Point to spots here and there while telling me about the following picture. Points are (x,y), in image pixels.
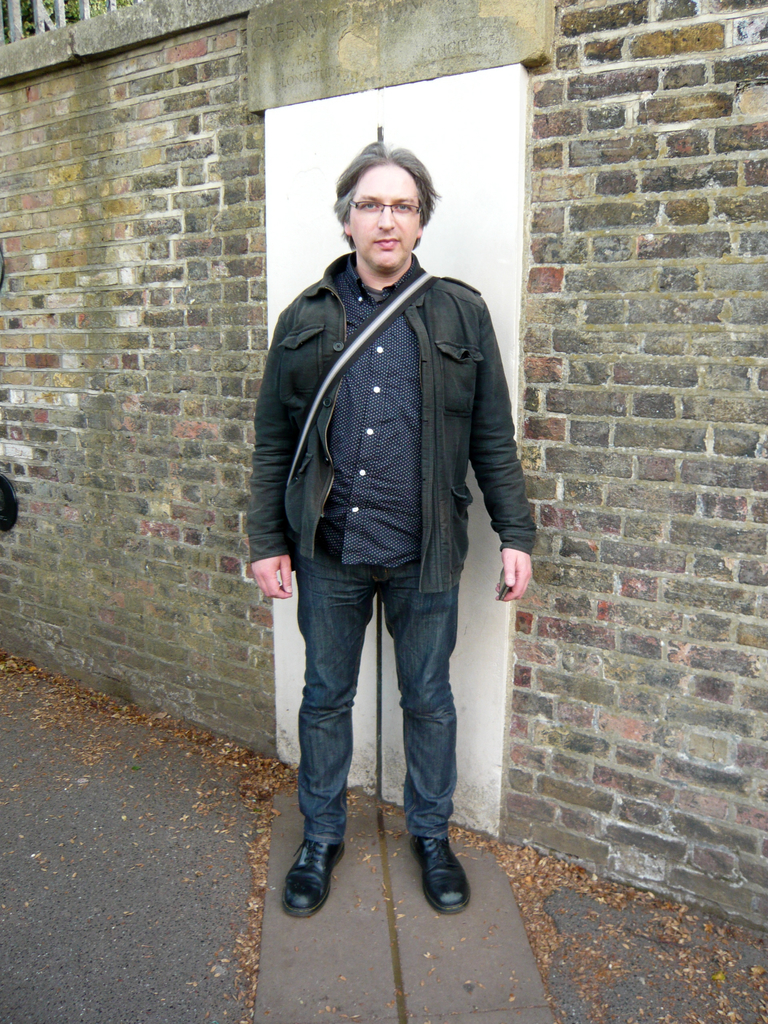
In this picture I can see there is a man (417,266) standing and he is wearing a bag (415,288) and there is a door (486,246) and a brick wall (722,291) in the backdrop (543,165).
